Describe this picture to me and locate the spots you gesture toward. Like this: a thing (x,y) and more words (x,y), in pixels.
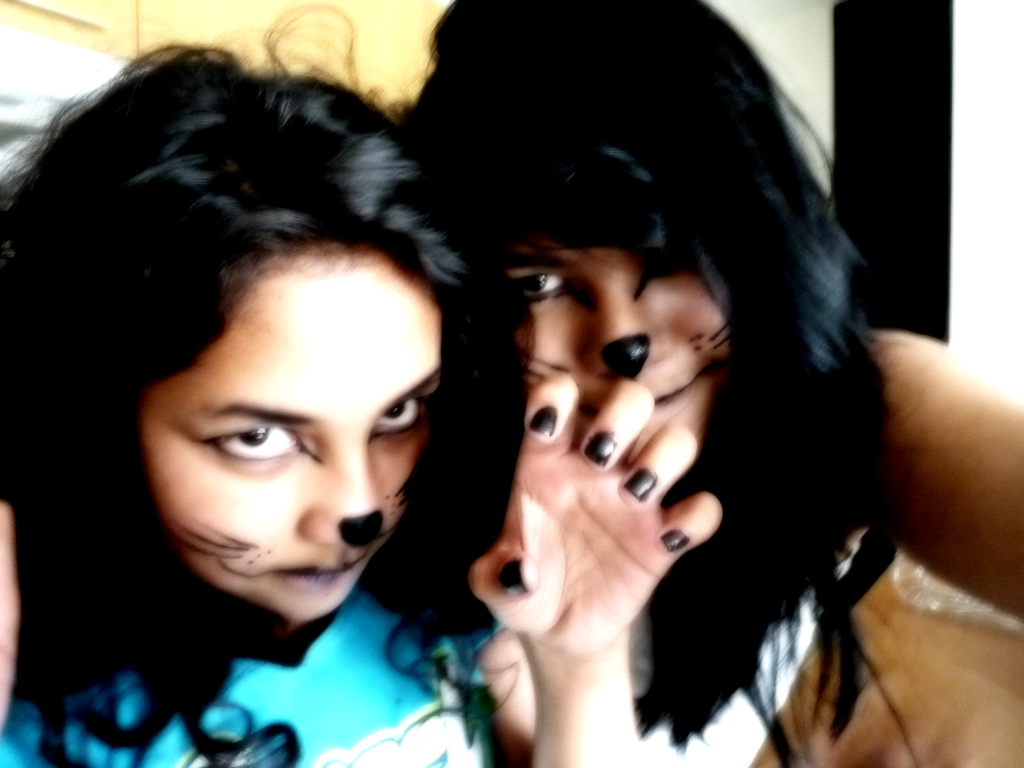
In this image there are two ladies (366,418), in the background (911,199) it is blurred.
